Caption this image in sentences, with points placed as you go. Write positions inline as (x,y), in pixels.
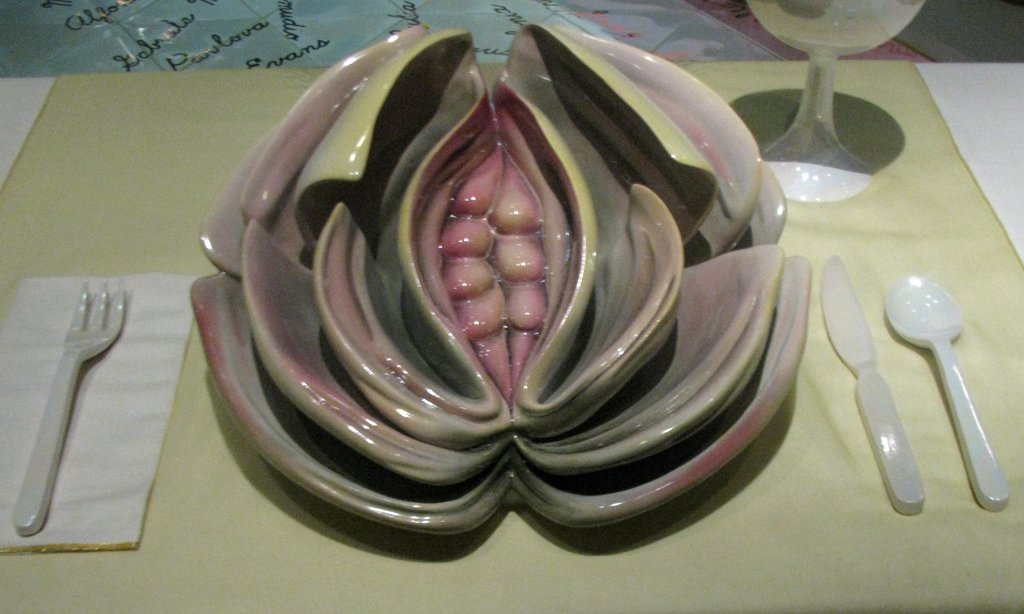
In this image i can see a bowl (470,198), a fork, knife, spoon (945,352) a cup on the table (918,157).
